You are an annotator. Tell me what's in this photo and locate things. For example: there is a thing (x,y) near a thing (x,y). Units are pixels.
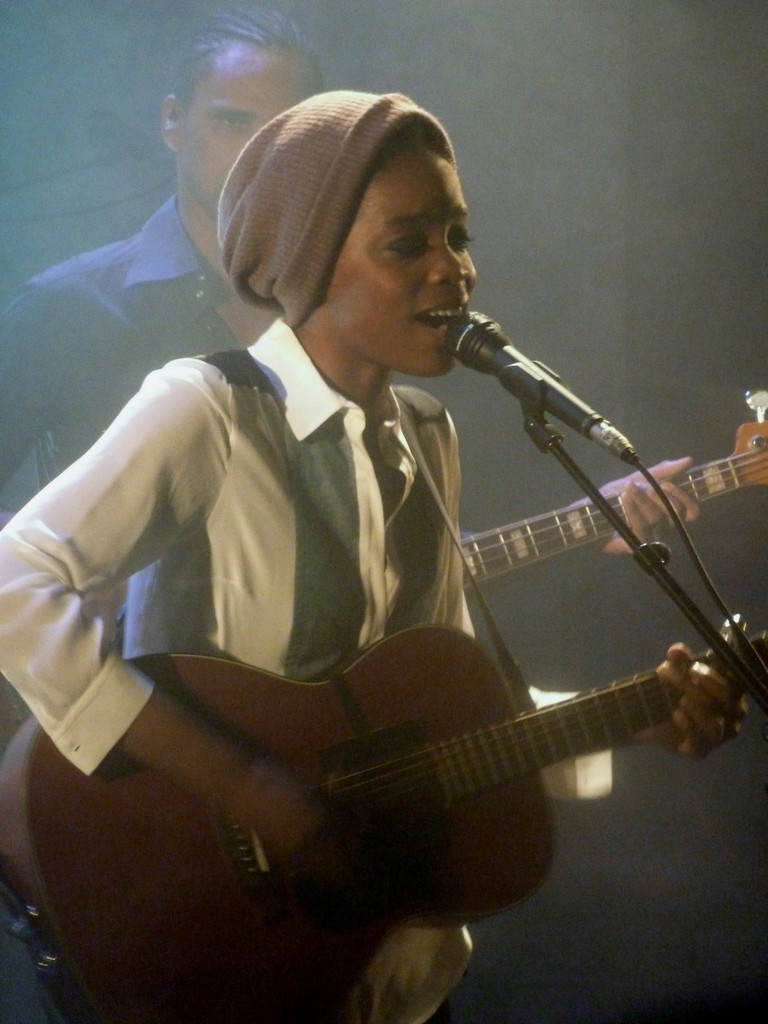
This image consists of two persons (328,325). There is a mic (510,340) in front of a person (703,699). Both of them are playing guitar (499,544) and one is singing something.
